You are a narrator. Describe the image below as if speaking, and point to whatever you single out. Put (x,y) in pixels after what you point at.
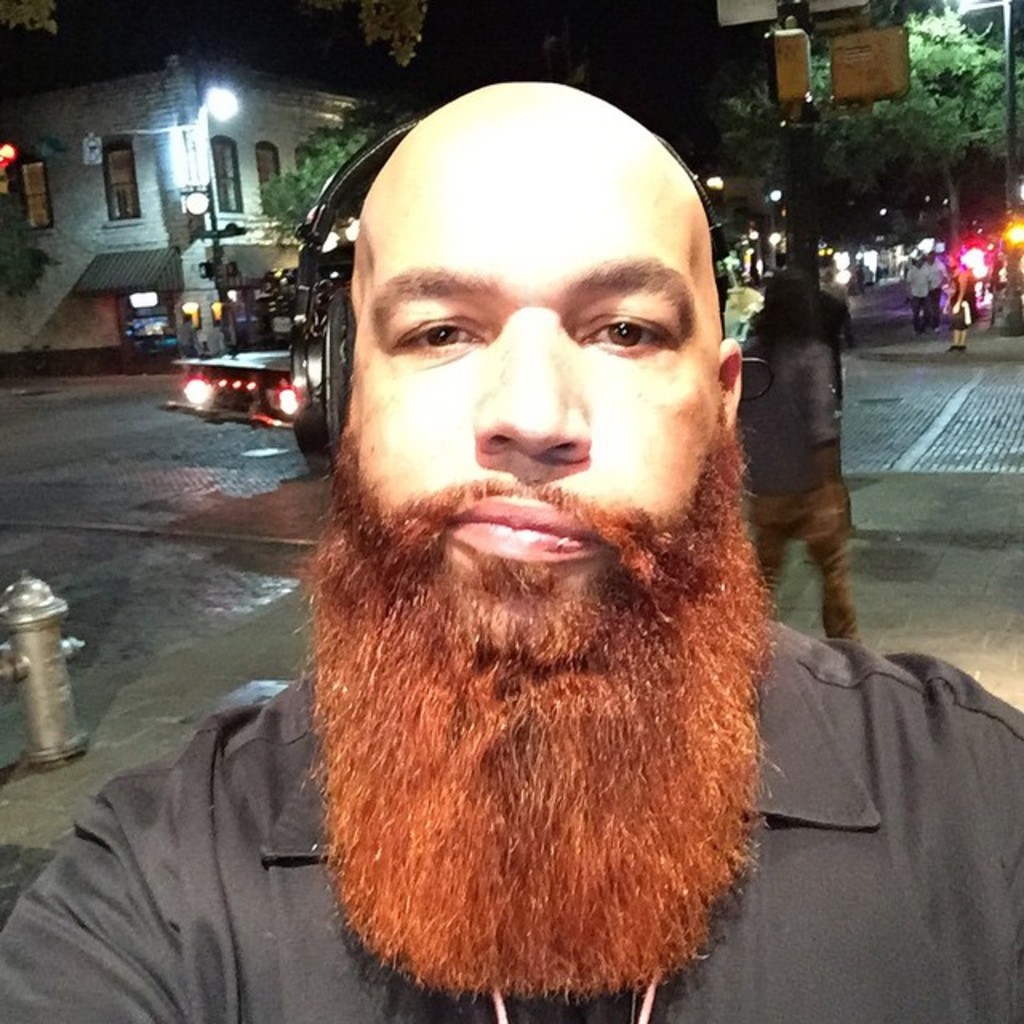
In the foreground of the picture (461,542) there is a person (447,745) in black t-shirt (295,727) and wearing headphones (347,392), behind him there are people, vehicles (273,318) and road (939,422). In the background (139,202) there are building (130,145), street lights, trees (917,124), poles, people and other objects (978,267).
